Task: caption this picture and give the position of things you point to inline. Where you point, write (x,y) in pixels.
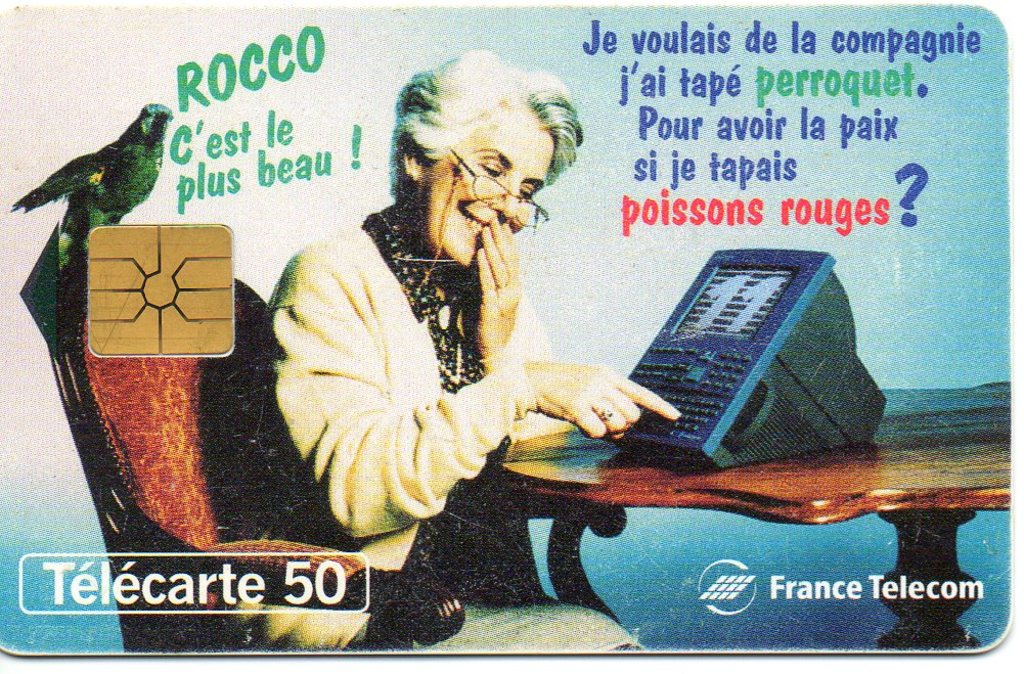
In this picture we can see a card (214,590) with a woman (304,269) sitting on a chair (281,543), machine (679,401) on the table (985,443), bird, chip (135,316) and some text (853,86) on it.
